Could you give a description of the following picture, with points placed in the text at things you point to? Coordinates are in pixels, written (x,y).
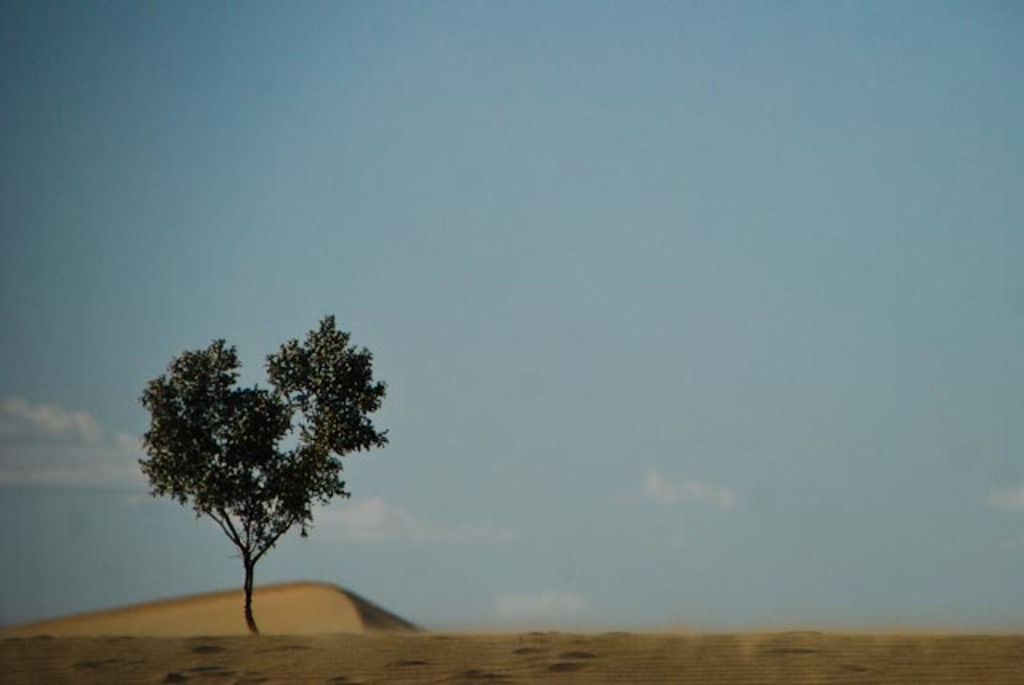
At the bottom of the image (355,630) there is sand (978,658) on the ground (854,660). And also there is a tree (245,561). In the background (722,93) there is sky (664,319).
